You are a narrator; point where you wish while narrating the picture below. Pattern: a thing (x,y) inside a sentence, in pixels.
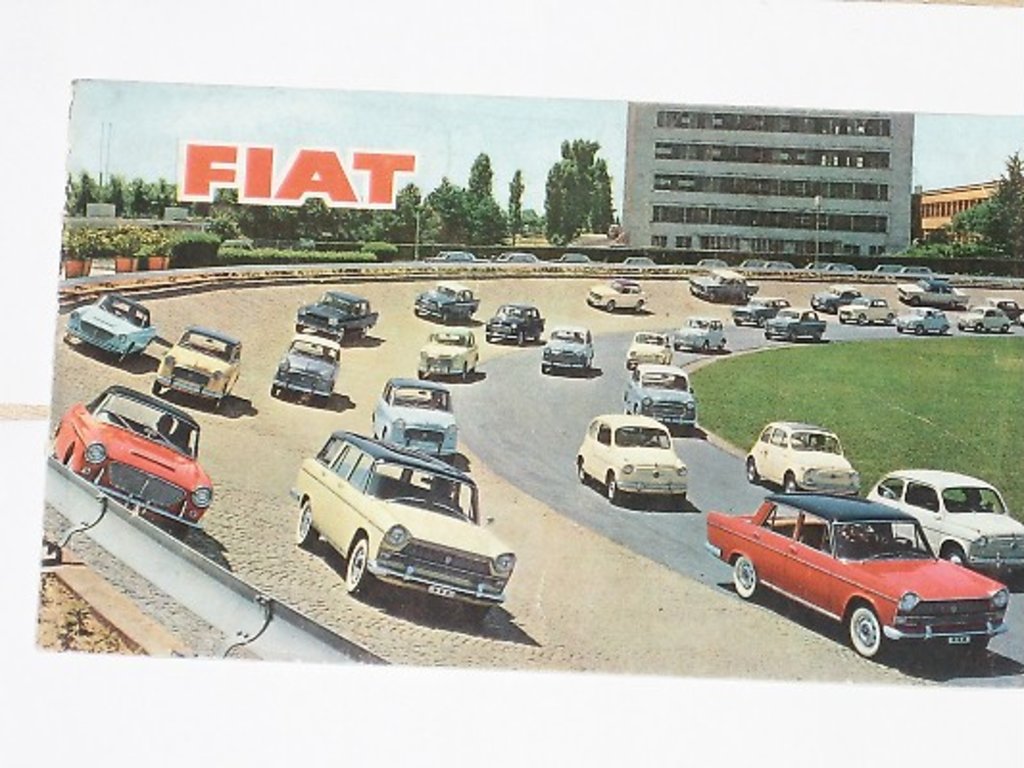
In this image there is a road (576,400) on which there are so many cars (675,389) one after the other. In the background (738,154) there is a building (756,178), Beside the building (687,192) there are so many trees (296,208). There is a railing (66,504) beside the road (265,499). On the right side (867,416) there is grass (840,397). On the right side (948,228) top there are trees (966,220) in front of the building (972,186). On the left side (278,193) there is some script (284,180) at the top of the image (308,192).
